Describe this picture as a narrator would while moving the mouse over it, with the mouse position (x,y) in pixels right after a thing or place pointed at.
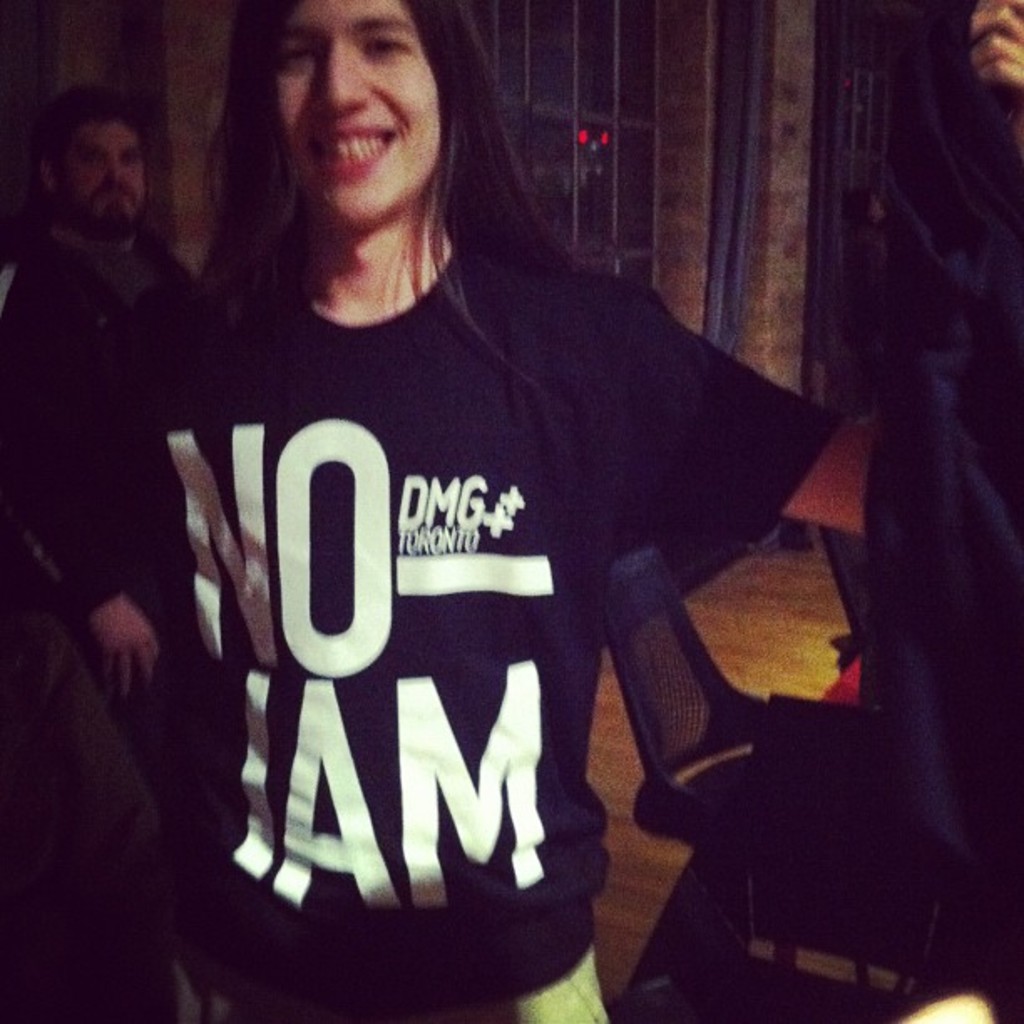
In this image, there is a person (298,429) standing and holding an object (932,537). In the background (158,338), on the left (104,234), there is a man (86,273) and few chairs like objects (746,727) on the floor (644,872) and there is unclear background (675,124).
